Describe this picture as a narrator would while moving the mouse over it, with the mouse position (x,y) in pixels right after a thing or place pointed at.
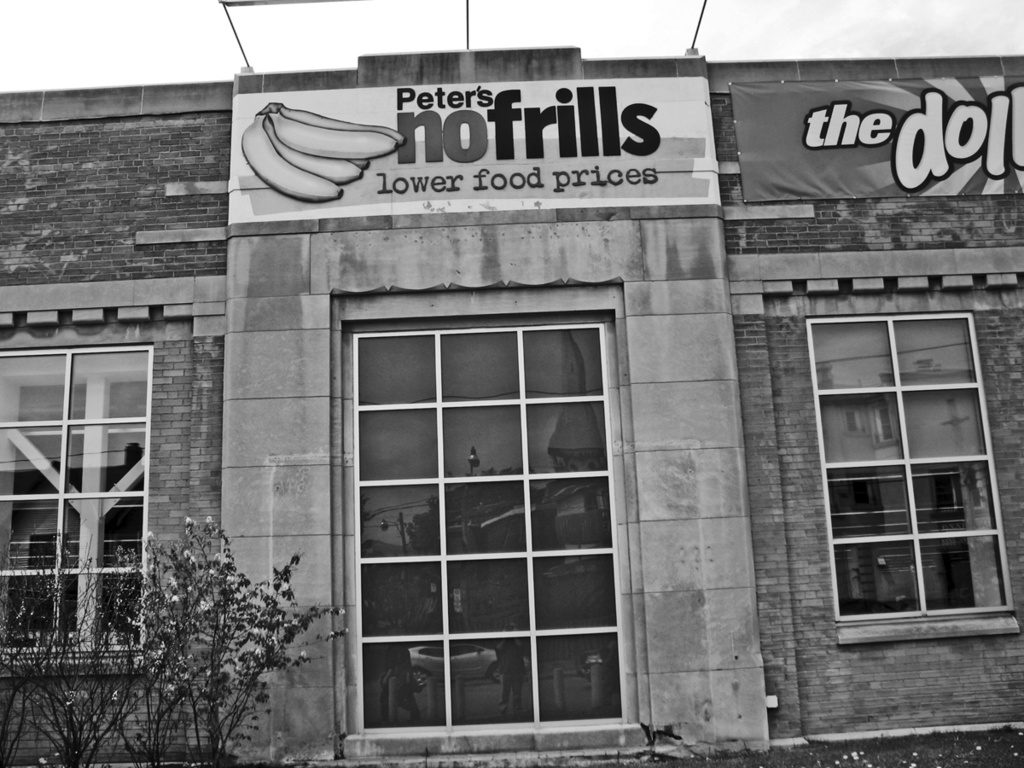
In this image there is a building (347,547) in the middle of this image (518,319) and there are some plants (157,644) in the bottom left corner of this image (145,667) and there is a window (120,514) on the left side of this image (126,478) and right side of this image (923,466) as well. There is a glass door (541,478) in the bottom of this image (513,550). There is a sky (341,51) on the top of this image (335,29).
